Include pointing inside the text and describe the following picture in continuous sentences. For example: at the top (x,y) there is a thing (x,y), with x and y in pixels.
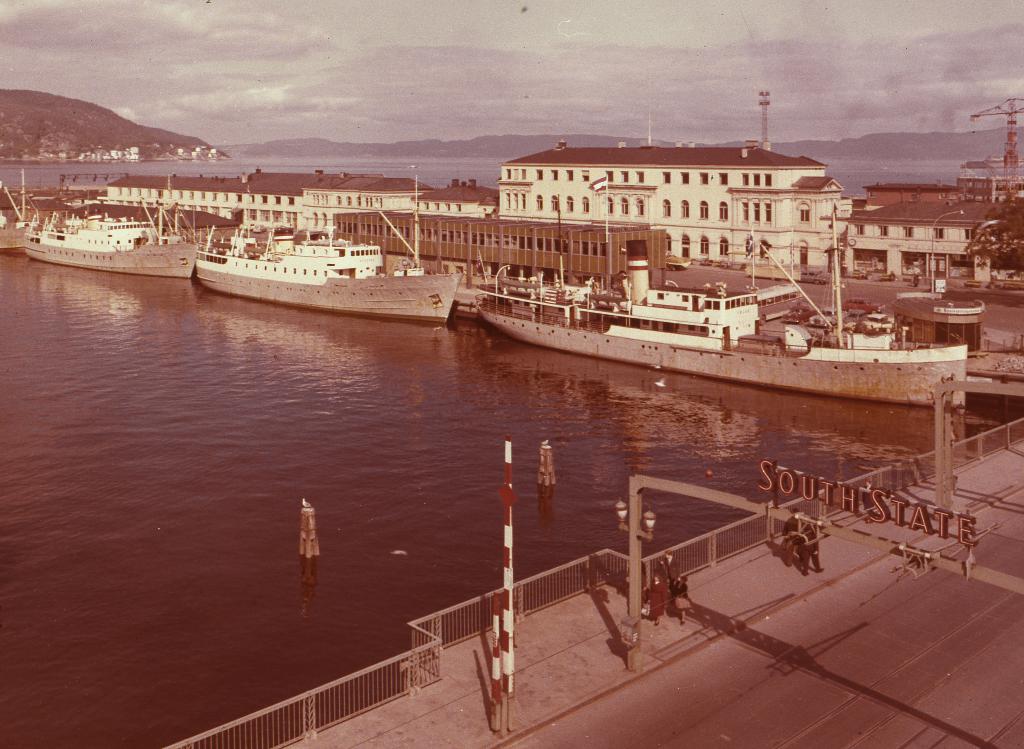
In this image there are a few people (661,597) standing on the road (1003,485), in front of the road (525,658) there is a river (426,413) and there are few ships (833,376) on the river (375,345). At the center of the image (428,253) there are buildings (621,209). In the background (494,157) there are mountains (80,110) and a sky (307,66).
